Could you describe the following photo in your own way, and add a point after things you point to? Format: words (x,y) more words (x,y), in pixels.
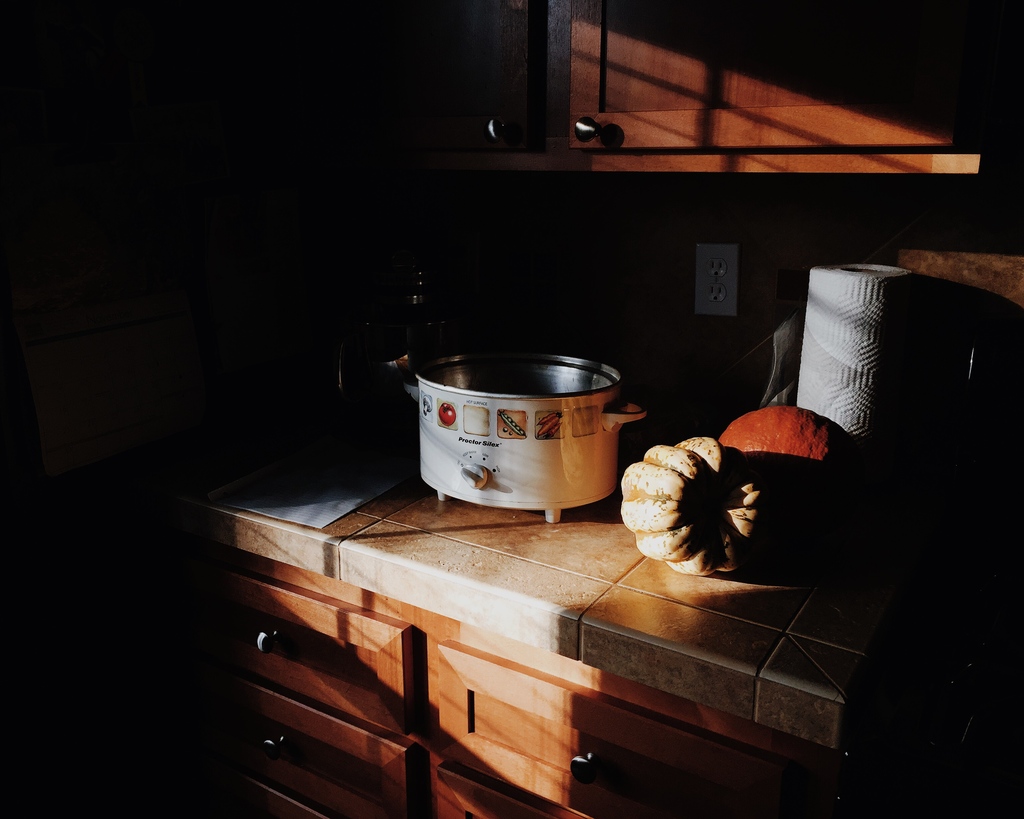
These are cupboards (543,656). On this platform (421,541) we can see tissue paper roll (802,396), electric cooker (427,406) and things (299,482). Socket (722,277) is on the wall (638,259).
